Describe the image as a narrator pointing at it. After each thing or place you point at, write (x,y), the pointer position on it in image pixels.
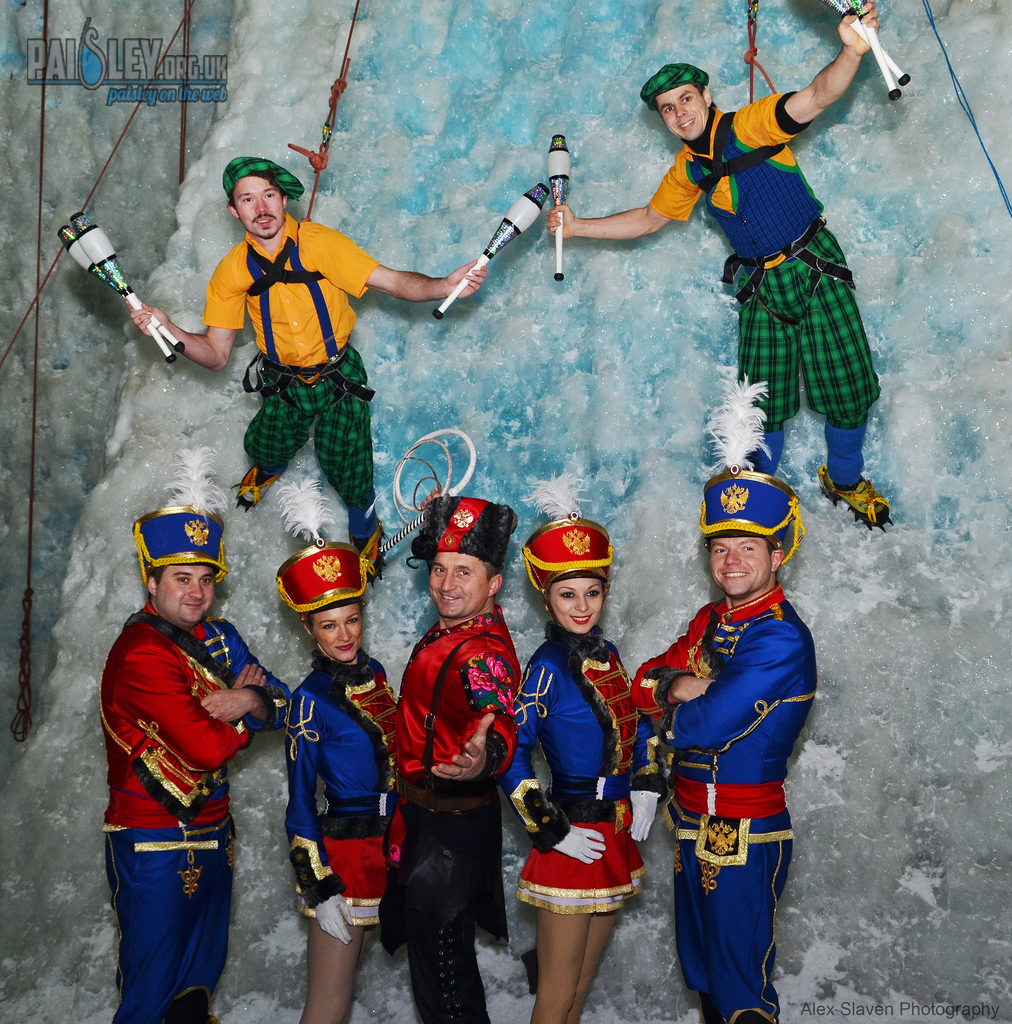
These five people (523,750) are standing. These two people (748,257) are holding objects (504,225). Top of the image (88,57) there is a watermark (147,66).
